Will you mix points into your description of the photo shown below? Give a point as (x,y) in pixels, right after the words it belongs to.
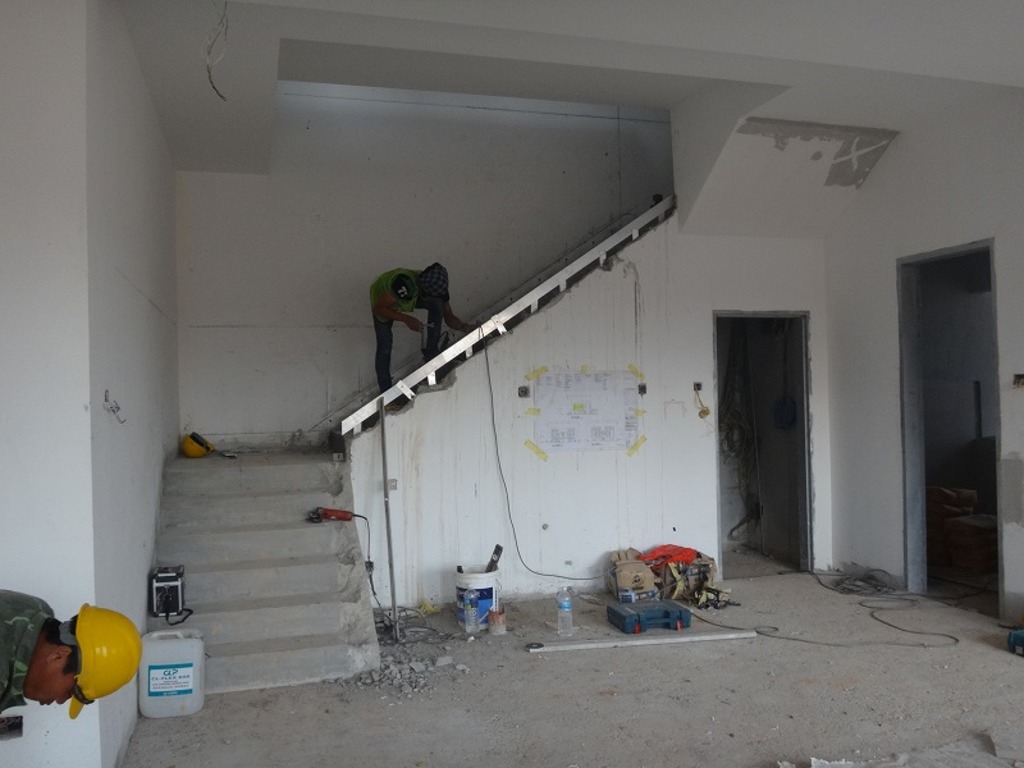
This image is taken inside the room (532,421). In the middle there are steps (286,534) on which there is a yellow helmet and a box (173,592). On the floor (674,652) there is a bucket (492,601) in the middle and there are two boxes (643,603) on the right side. There is a man (389,310) working by fixing the iron rod (438,369) on the wall (412,422). On the left side (46,657) there is a man (60,634) who is wearing the yellow colour helmet (88,638). On the right side (745,397) there are two doors (905,407) one beside the other.
